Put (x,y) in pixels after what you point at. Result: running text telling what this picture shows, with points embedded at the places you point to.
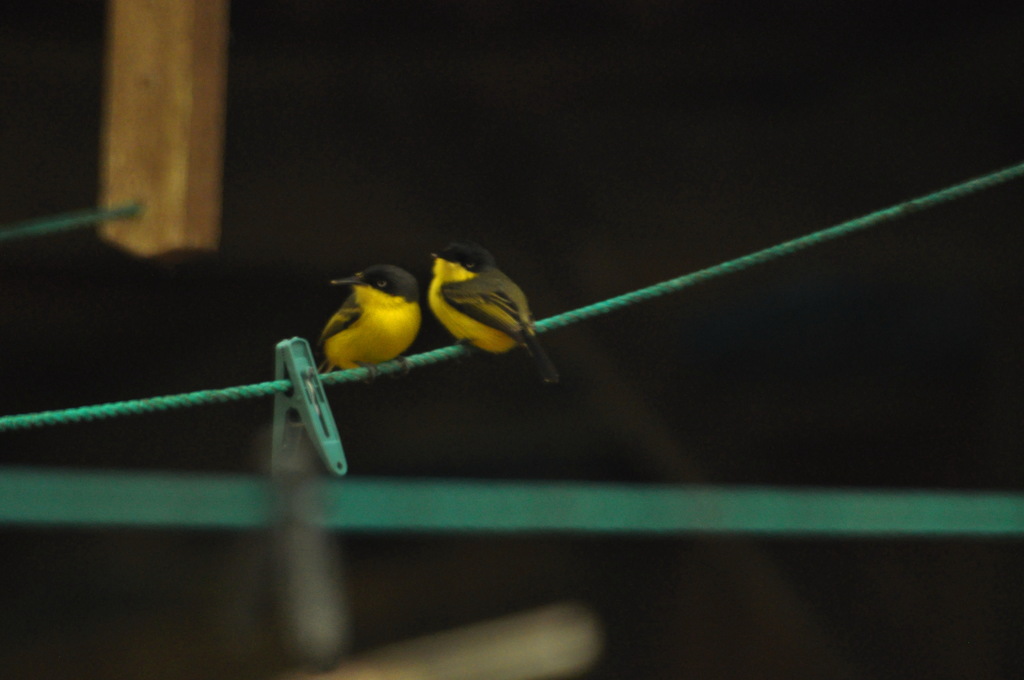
This is the picture of two birds (345,357) which are in black and yellow color sitting on the thread (386,371) and to the side there is a clip (306,397) which is in green color.
